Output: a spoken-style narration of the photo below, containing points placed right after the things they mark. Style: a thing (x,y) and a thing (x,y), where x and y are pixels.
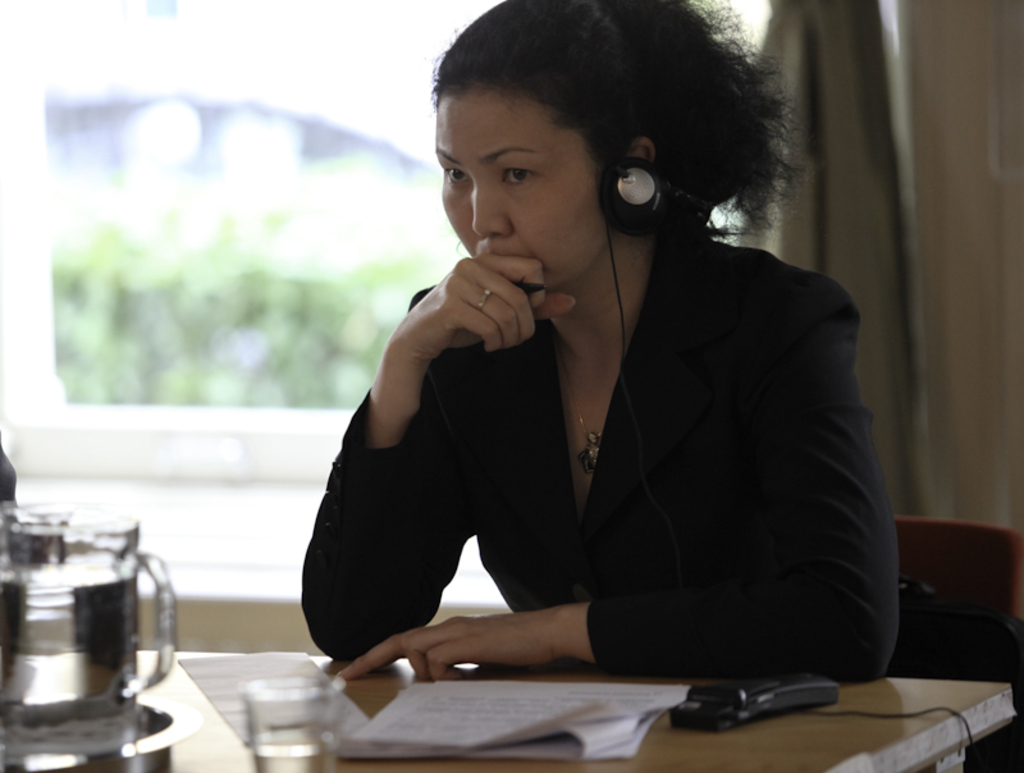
In this picture we can see woman (540,341) holding pen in her hand (529,308) and sitting on chair (946,566) and in front of her on table (786,754) we can see papers (603,703), glass (267,738), jar (119,612) with water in it and in background (149,202) we can see windows (310,267), trees (310,269), curtains (803,208).
